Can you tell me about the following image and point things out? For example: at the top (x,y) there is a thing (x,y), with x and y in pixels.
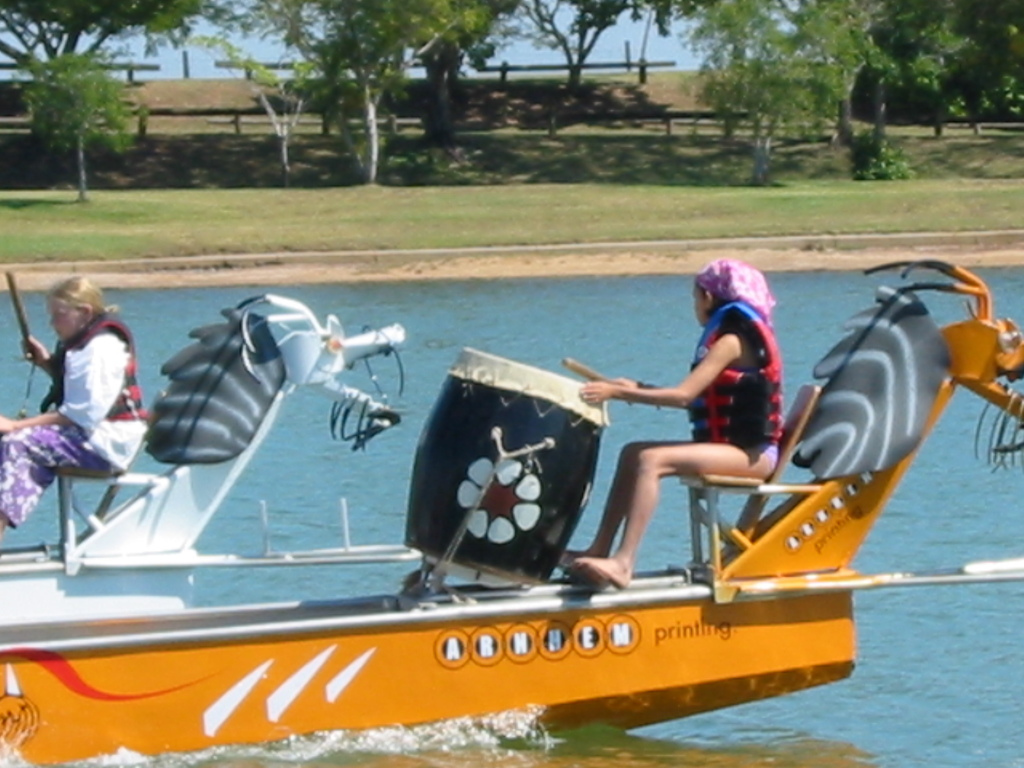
There are two persons (595,396) on the boat (604,648) and she is playing drums (543,434). This is water (913,686). In the background (83,222) we can see plants (886,173), grass (541,190), and trees (768,139).
